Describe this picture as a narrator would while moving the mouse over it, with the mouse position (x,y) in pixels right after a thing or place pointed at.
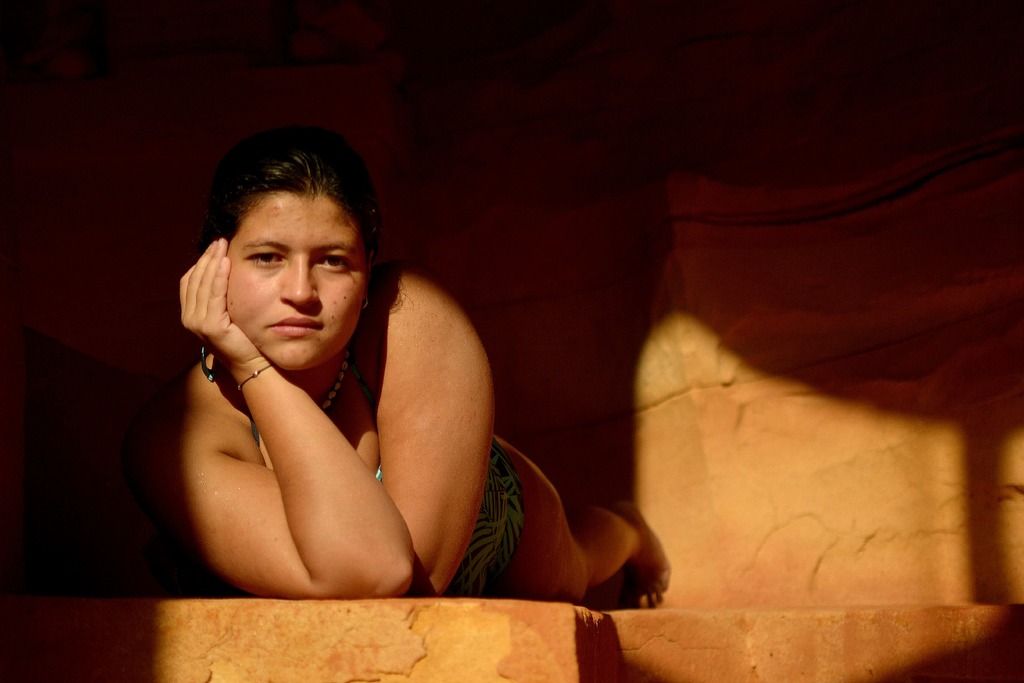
In this picture there is a woman (440,512) lying on the brown rock (489,630) and giving a pose. Behind there is a brown rock wall (814,345).
